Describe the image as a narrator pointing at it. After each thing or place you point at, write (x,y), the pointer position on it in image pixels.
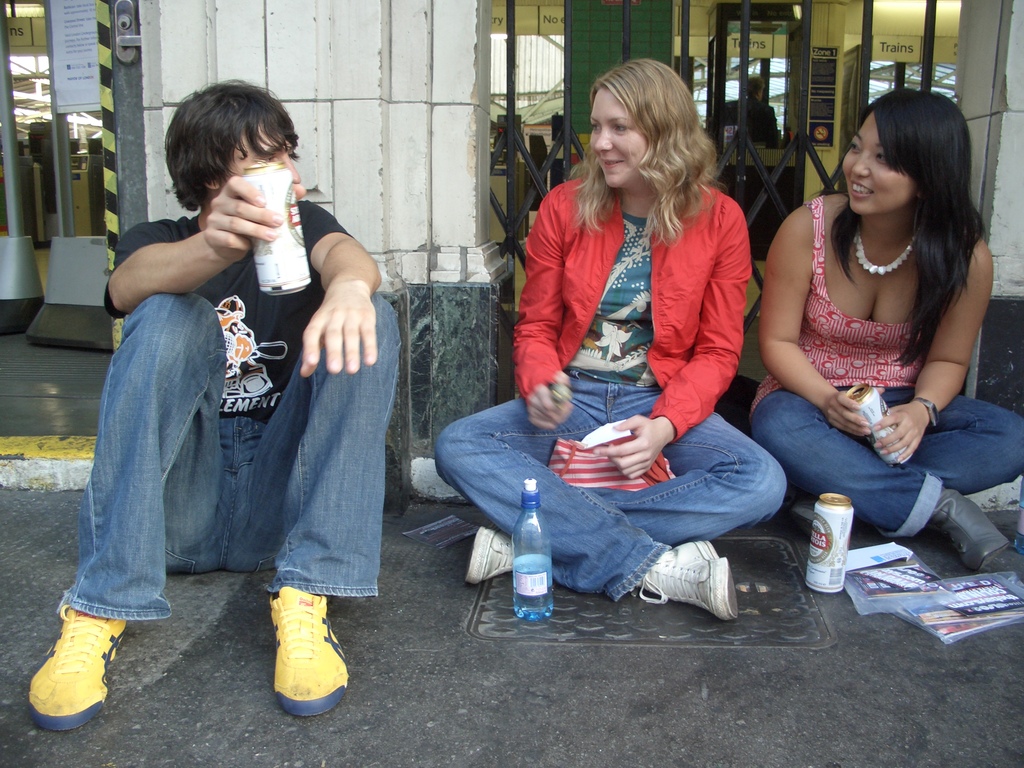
In this image, we can see people (259,538) sitting and some of them are holding tins (275,286) and some other objects (611,440). At the bottom (879,573), there are bottles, papers (926,606) and some cards (924,621) on the road (422,631). In the background (79,65), there are grills (863,79), posters (88,76), stands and there is a wall (290,63) and we can see an equipment (34,209).
